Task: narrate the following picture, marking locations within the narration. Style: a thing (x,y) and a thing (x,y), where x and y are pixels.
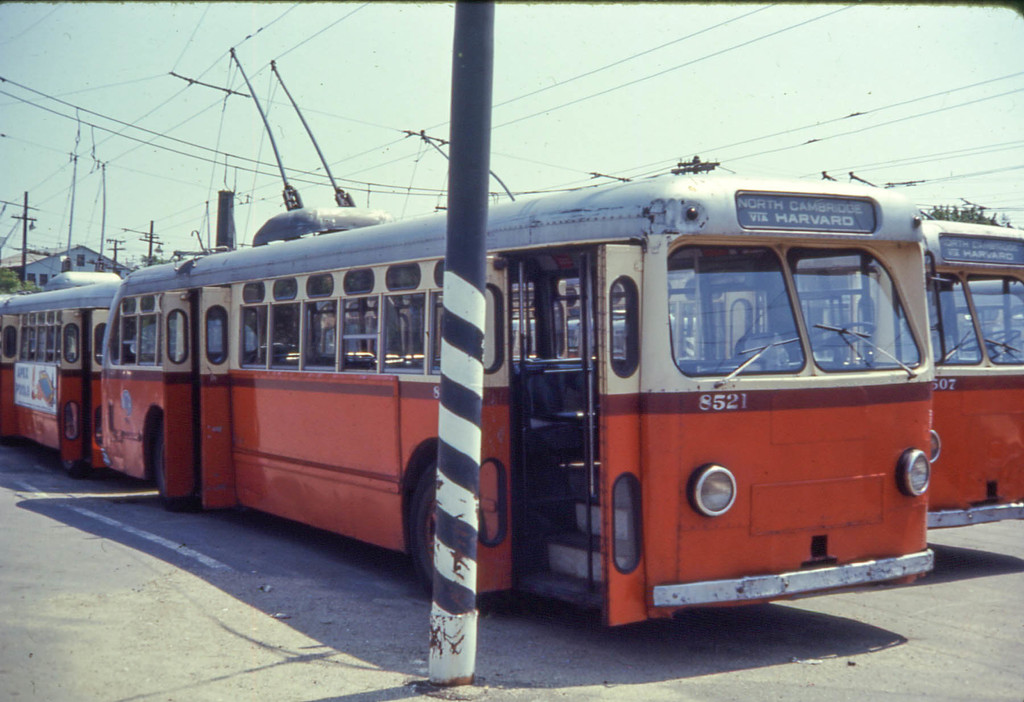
In this image we can see vehicles (511,272) and there are poles (455,350). At the top (116,189) there are wires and sky (593,113). In the background (48,264) there is a shed (63,260) and we can see trees (17,283).
